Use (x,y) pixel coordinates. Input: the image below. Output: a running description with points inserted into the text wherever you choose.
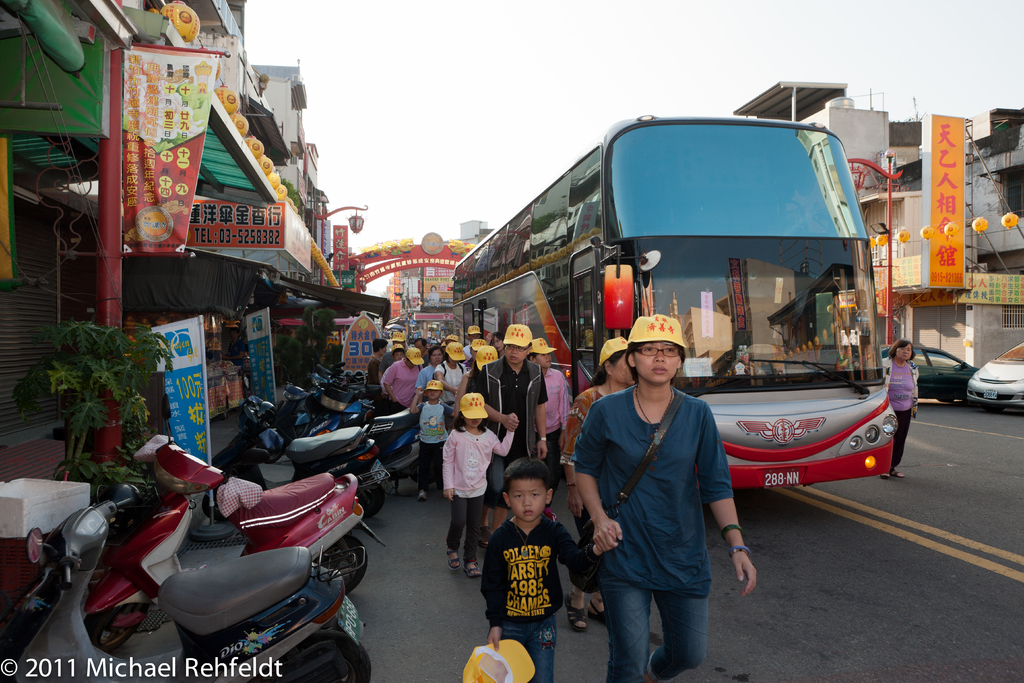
In the image in the center (426,376) we can see one bus (807,426) and few people (607,494) were walking and wearing yellow cap (525,333). On the left side (192,245) we can see building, shops (132,314), banners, sign boards (346,250), balloons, lights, plants (278,369), bikes (54,559), boxes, water mark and few other objects (109,443). In the background (563,75) we can see sky (497,216), clouds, arch (454,260), building (992,210), wall (984,172), poles (999,194), balloons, banners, sign boards (984,286) and few vehicles (1015,388) on the road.
